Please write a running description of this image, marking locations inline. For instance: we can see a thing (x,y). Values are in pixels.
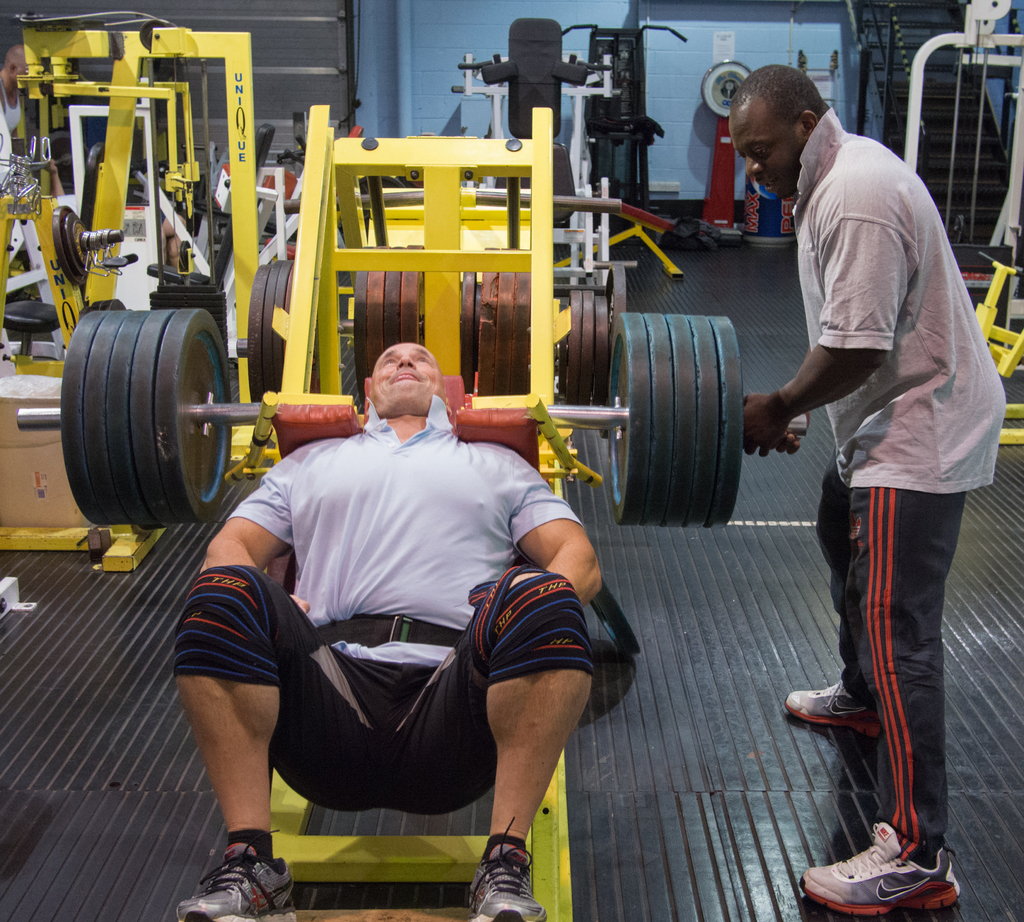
In this picture we can see two men (879,333) and gym equipment (281,167) on the floor (741,341). In the background (461,77) we can see steps (945,25), walls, pipe (917,138) and some objects (626,106).
